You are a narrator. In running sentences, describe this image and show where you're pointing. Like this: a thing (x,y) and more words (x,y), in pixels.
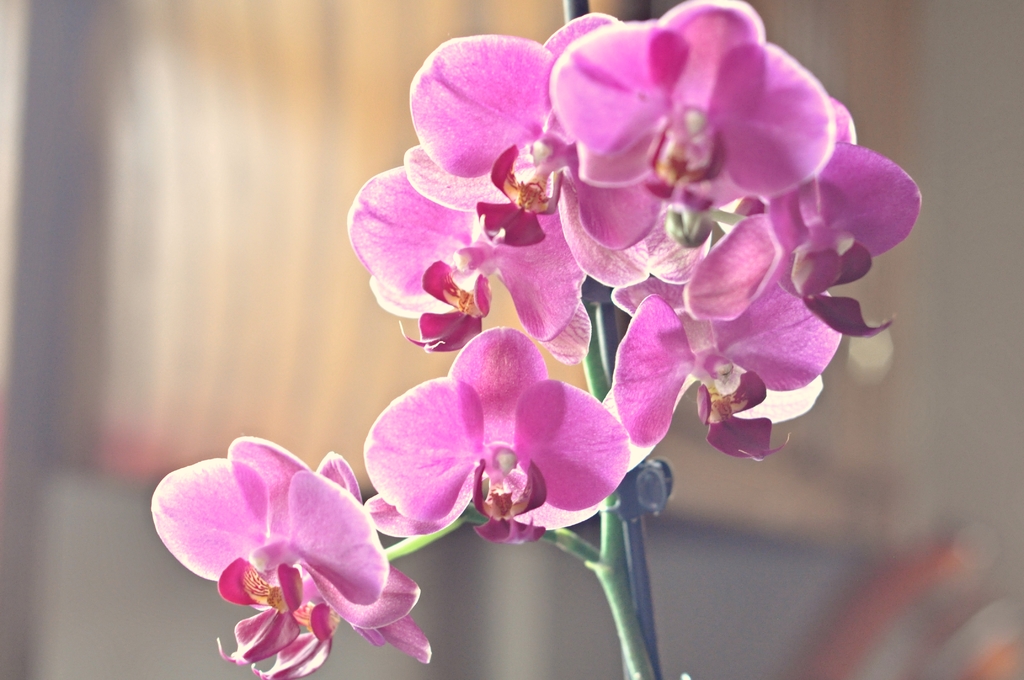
In this picture I can see flowers (419,429) to a plant (628,453) and I can see blurry background (715,661).
